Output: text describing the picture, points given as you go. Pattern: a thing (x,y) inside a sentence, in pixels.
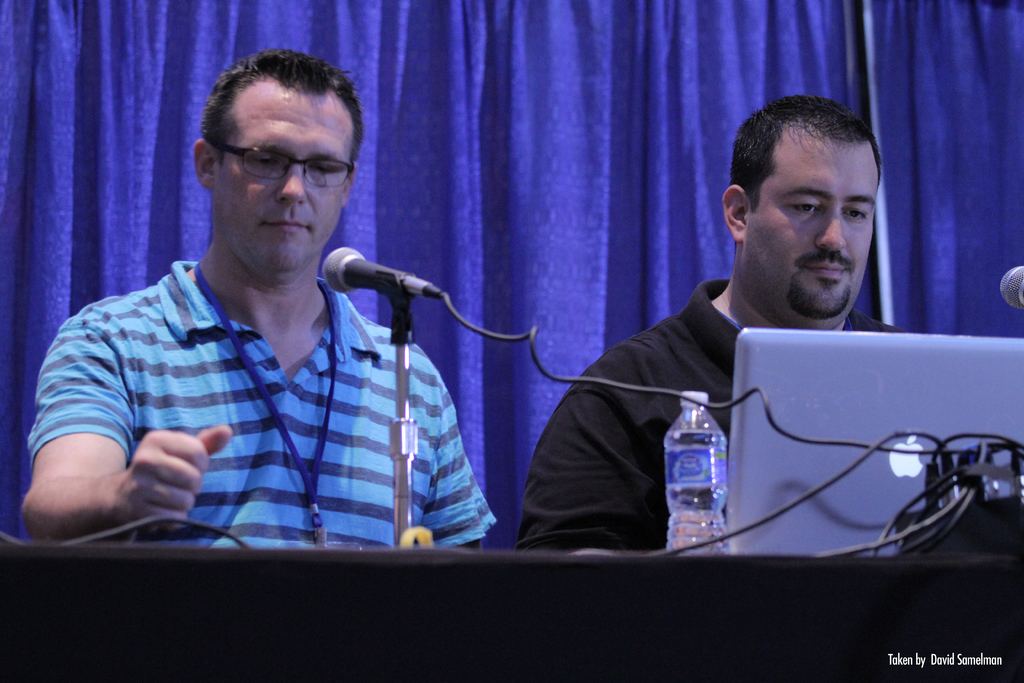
In this image we can see this person (48,472) wearing blue T-shirt (347,443), identity card (279,424) and glasses (304,159) and this person (666,424) wearing black T-shirt (643,447) are there in front of the table (429,613). Here we can see mics (394,278) with stand (412,434), bottles (673,510) and laptop (883,431) placed on the table (430,577). In the background (572,110), we can see blue curtains (569,122).
